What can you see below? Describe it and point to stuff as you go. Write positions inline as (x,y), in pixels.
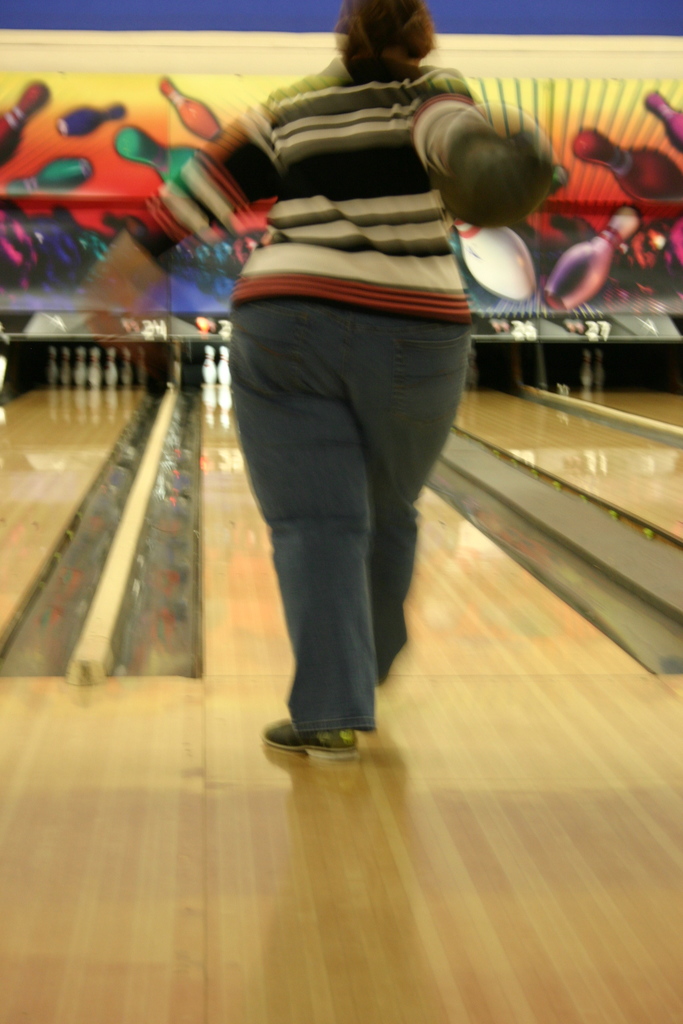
Here I can see a person (348,155) holding a ball (528,173) in hand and standing on the floor (663,751) facing towards the back side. It seems like this person (415,189) is playing ten-pin bowling. In the background (561,181) there is a board (619,201).
